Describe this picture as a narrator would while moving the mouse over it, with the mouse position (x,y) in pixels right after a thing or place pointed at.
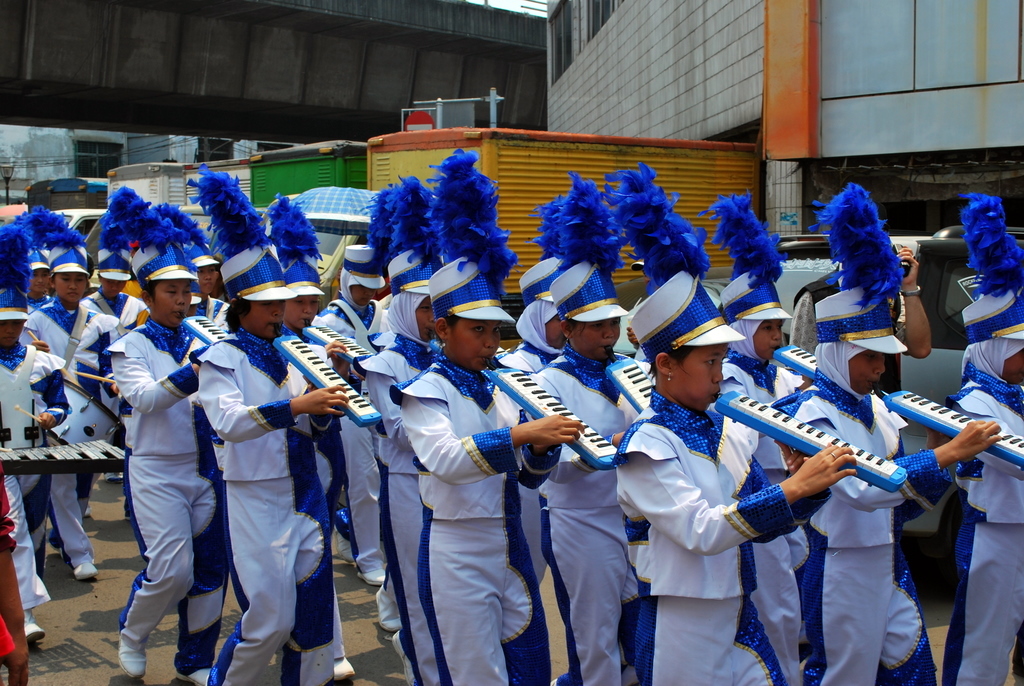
In this picture we can see a few people (227,545) wearing costumes (426,606) and playing musical instruments (50,470). There are a few colorful objects (96,195) and a street light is visible on the left side (10,190). We can see an object (42,116) on top. There are a few buildings (560,82) visible in the background (652,49).
